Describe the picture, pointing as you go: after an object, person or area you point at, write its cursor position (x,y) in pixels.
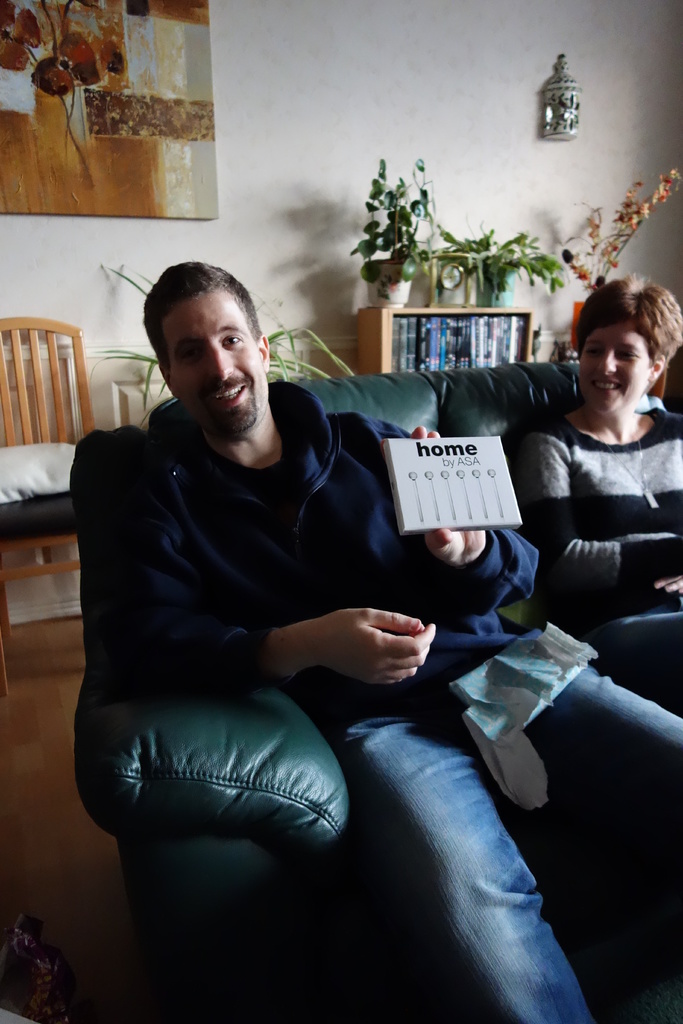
Here we can see a man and a woman (603,625) sitting on the sofa (292,721). This is floor (53,855). On the background (347,185) there is a wall (252,95) and this is frame (163,211). There are plants (420,218) and this is chair (39,396).
